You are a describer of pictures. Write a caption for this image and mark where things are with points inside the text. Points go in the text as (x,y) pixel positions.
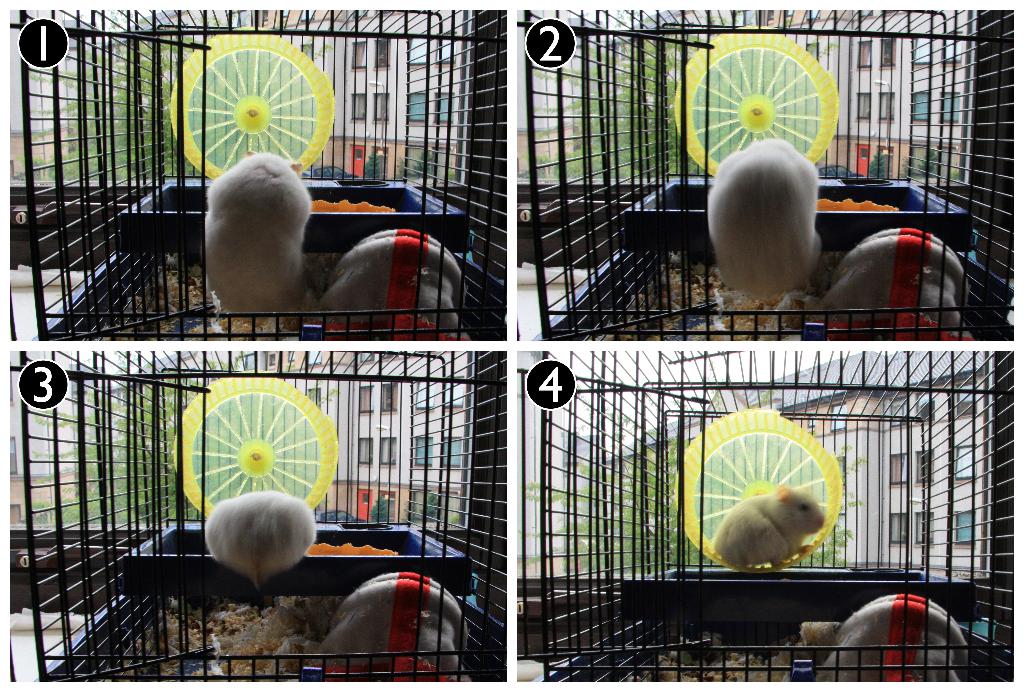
This image is a collage. In this image we can see a mouse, cage (607,527) and food (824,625) there are buildings (862,450) and a tree (664,491).
